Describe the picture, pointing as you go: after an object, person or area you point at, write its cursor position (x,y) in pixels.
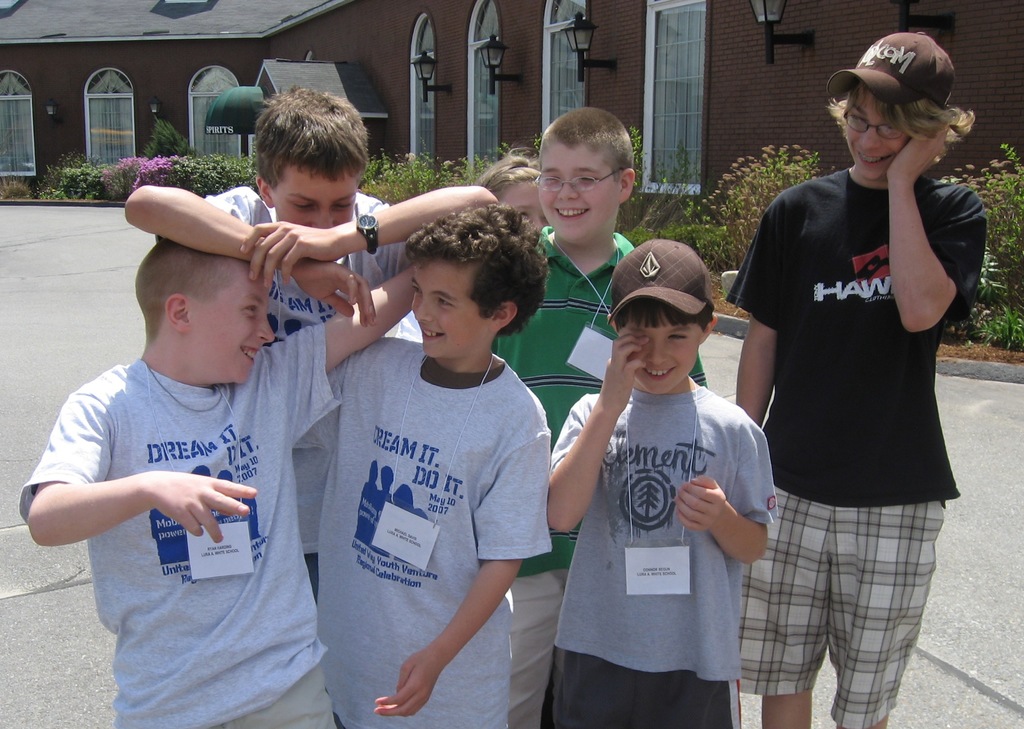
In the center of the image (342,245) there are children (900,629) standing. In the background of the image (270,44) there is a house (231,53). There are windows (8,113). At the bottom of the image (97,661) there is road (102,670).
